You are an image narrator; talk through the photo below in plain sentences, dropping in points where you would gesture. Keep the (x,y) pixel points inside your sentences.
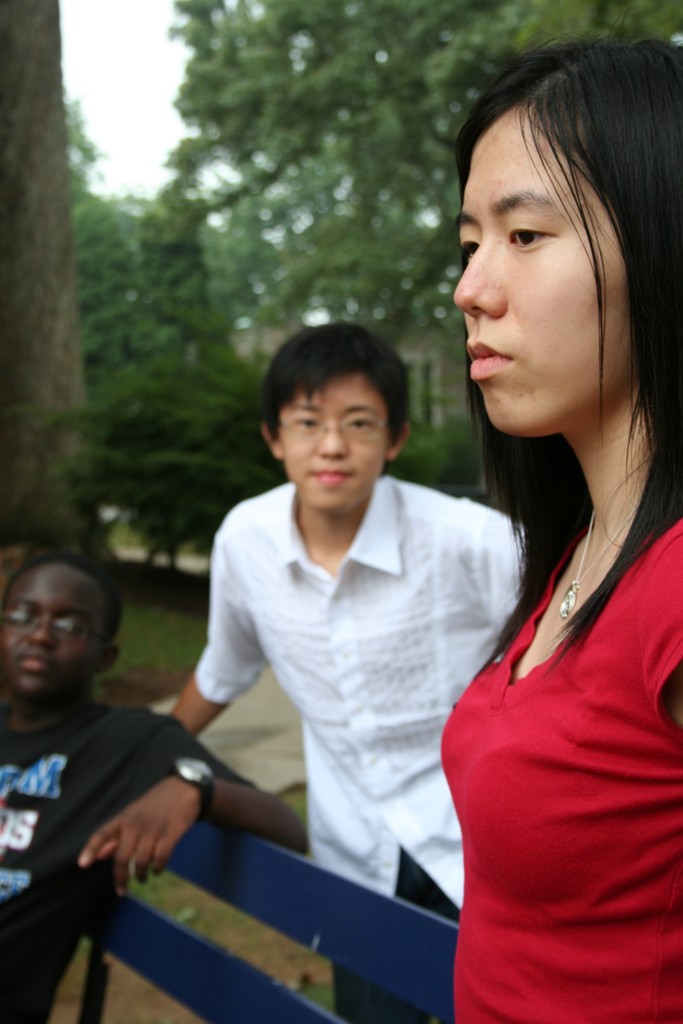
In this picture I can see two people (481,514) standing on the right side (483,540). I can see a person (84,734) sitting on the left side (129,796). I can see trees (261,271) in the background (258,278).
